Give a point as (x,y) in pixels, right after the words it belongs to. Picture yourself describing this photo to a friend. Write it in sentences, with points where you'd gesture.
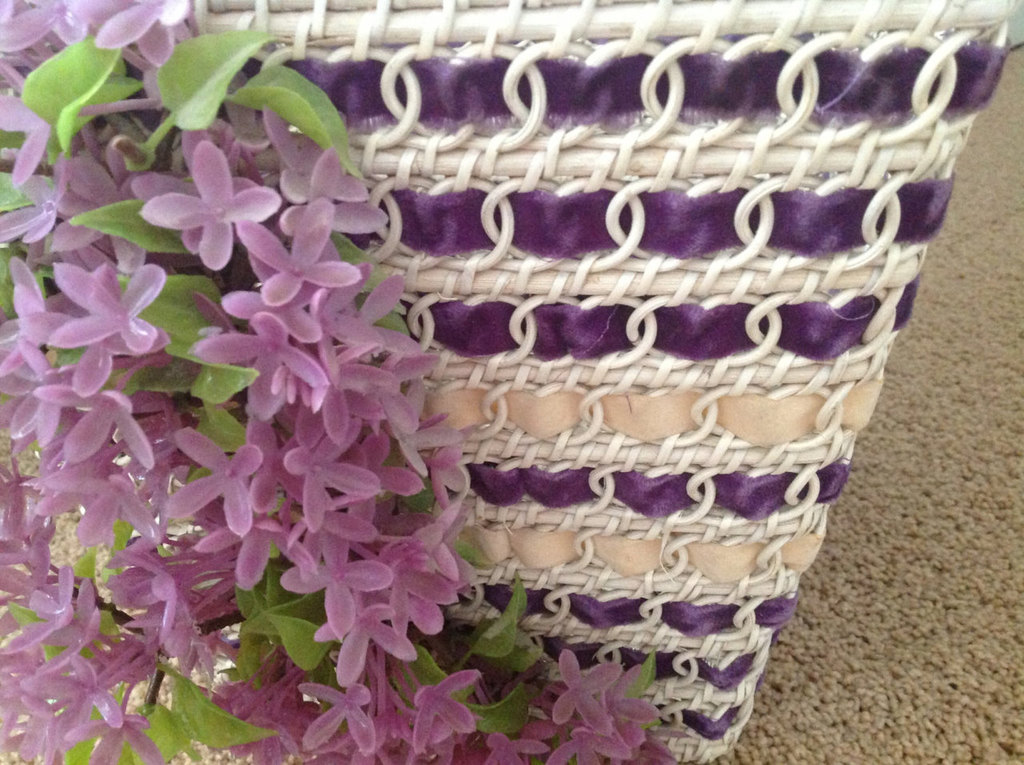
In this image we can see decor item (582,518) placed on the carpet (845,688).
